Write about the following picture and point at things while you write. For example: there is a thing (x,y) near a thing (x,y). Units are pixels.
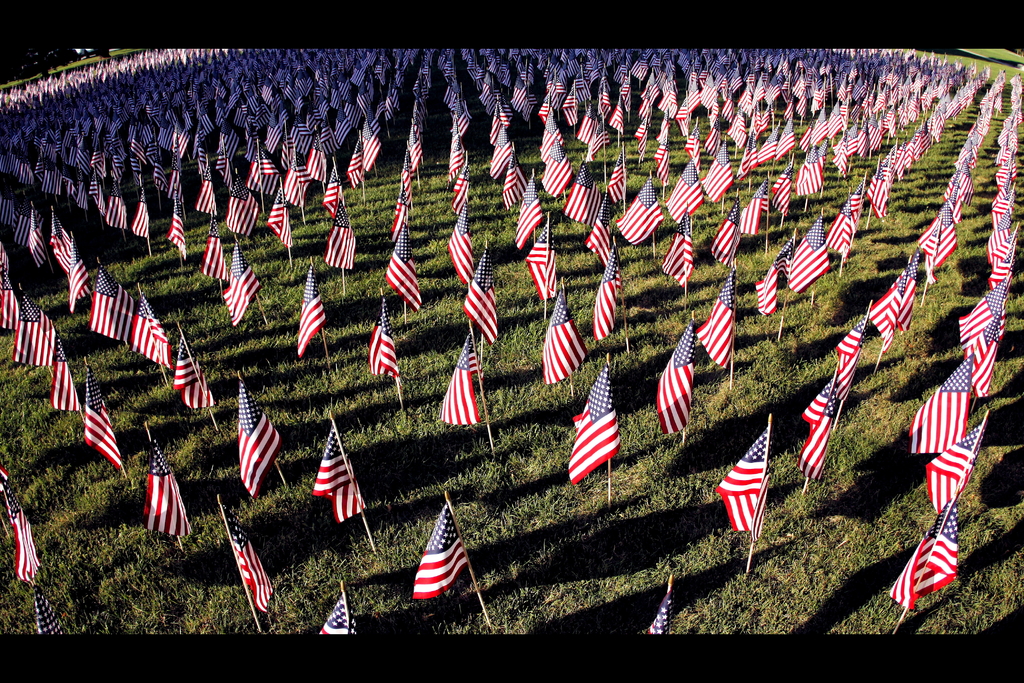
In this image, we can see some US flags (963,96) on the grass (621,544), there is green grass (231,457) on the ground (171,304).
